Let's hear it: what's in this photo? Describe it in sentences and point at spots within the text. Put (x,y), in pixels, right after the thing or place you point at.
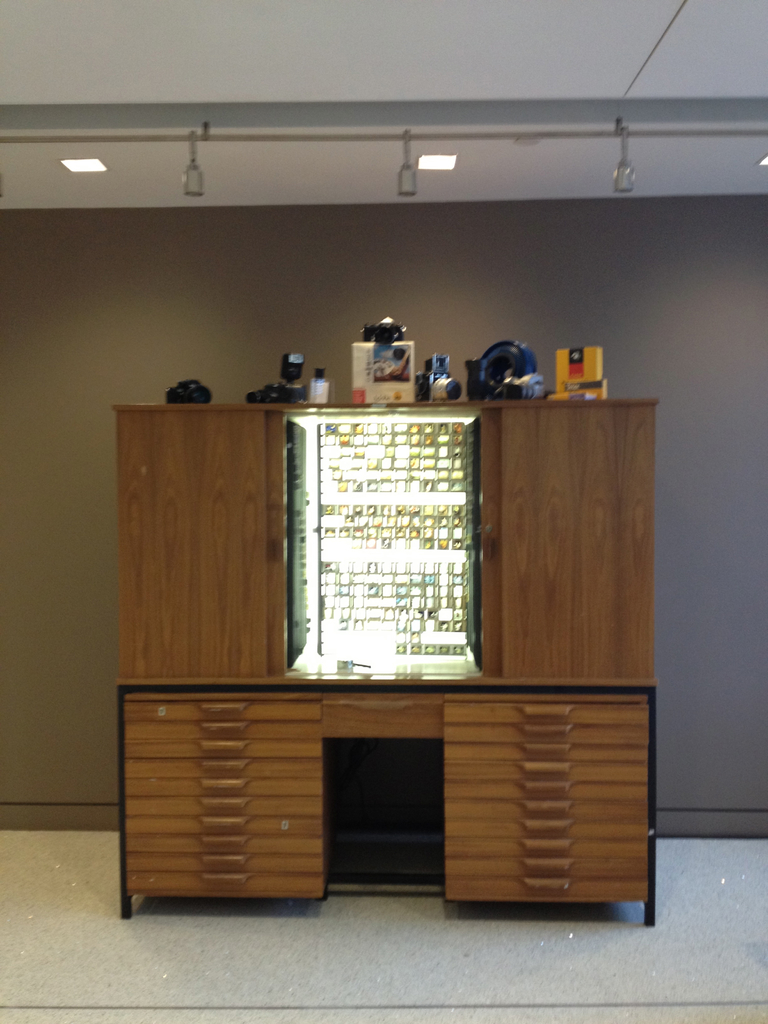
In this image there is a stand (302,636) and we can see some objects (417,382) placed on the stand (555,502). In the background (142,358) there is a wall (137,272) and we can see lights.
